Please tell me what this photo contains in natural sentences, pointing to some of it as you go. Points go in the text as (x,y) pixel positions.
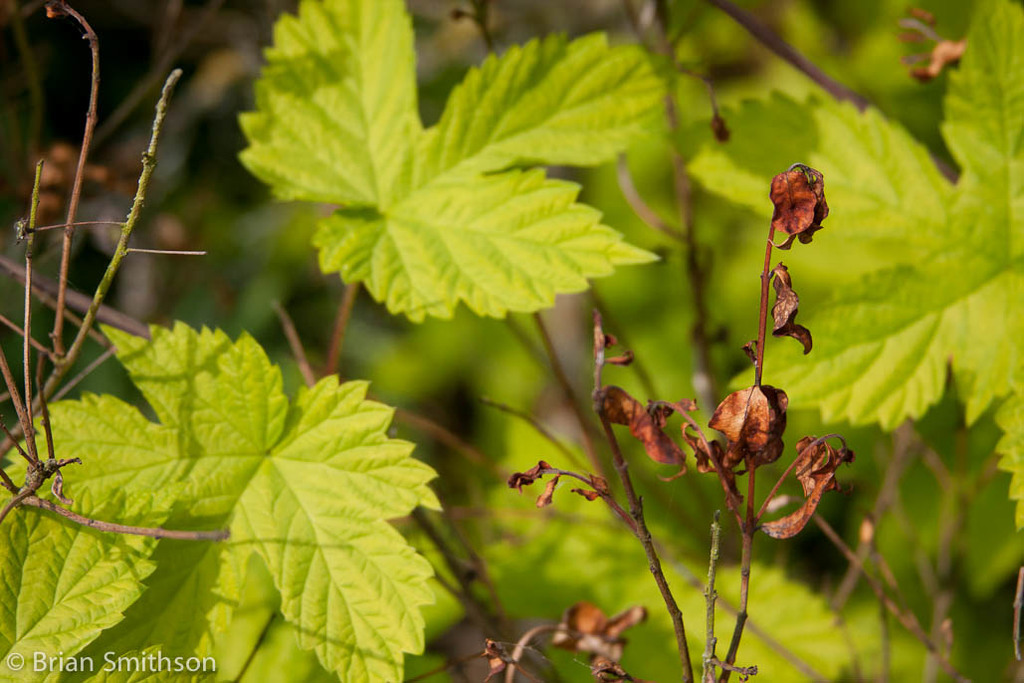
In this image we can see stems (662,575) with dried leaves (631,625). Also there are stems (120,247) with green leaves (517,254). At the left bottom corner (117,658) there is text (79,658).
